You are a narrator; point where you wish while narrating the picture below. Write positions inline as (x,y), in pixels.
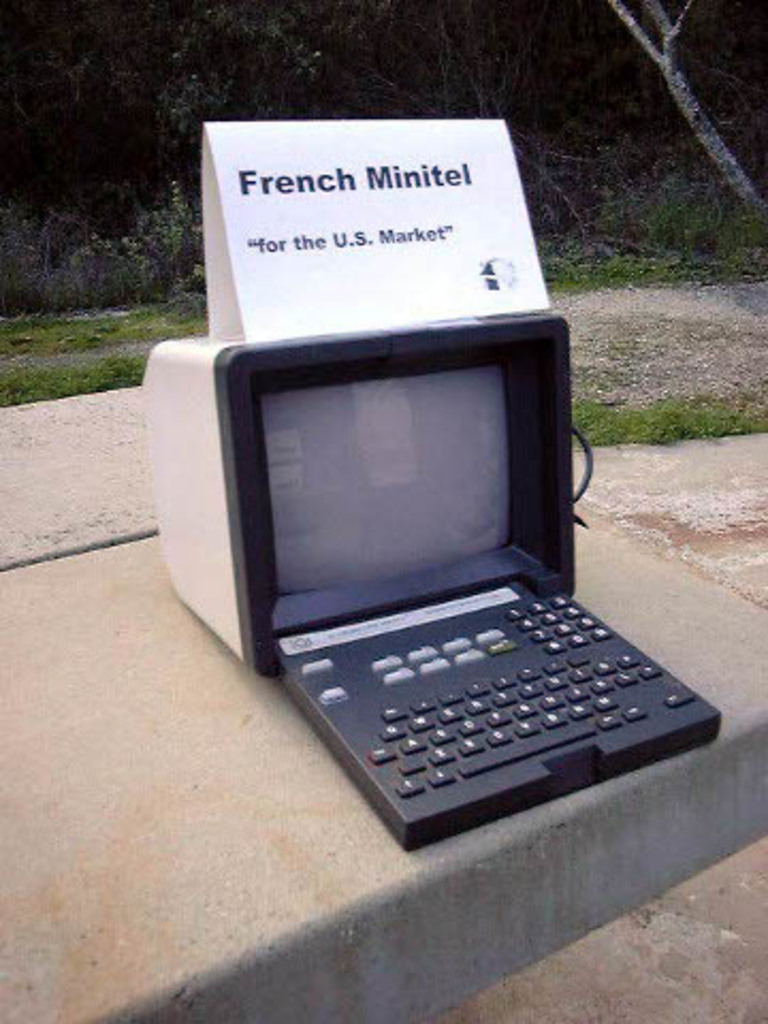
In this picture we can see the computer screen (433,381) and keyboard (484,735). At the top of the computer (471,333) we can see the name plate (366,212). In the background (756,236) we can see trees (544,95), plants (612,212) and grass (756,236).
